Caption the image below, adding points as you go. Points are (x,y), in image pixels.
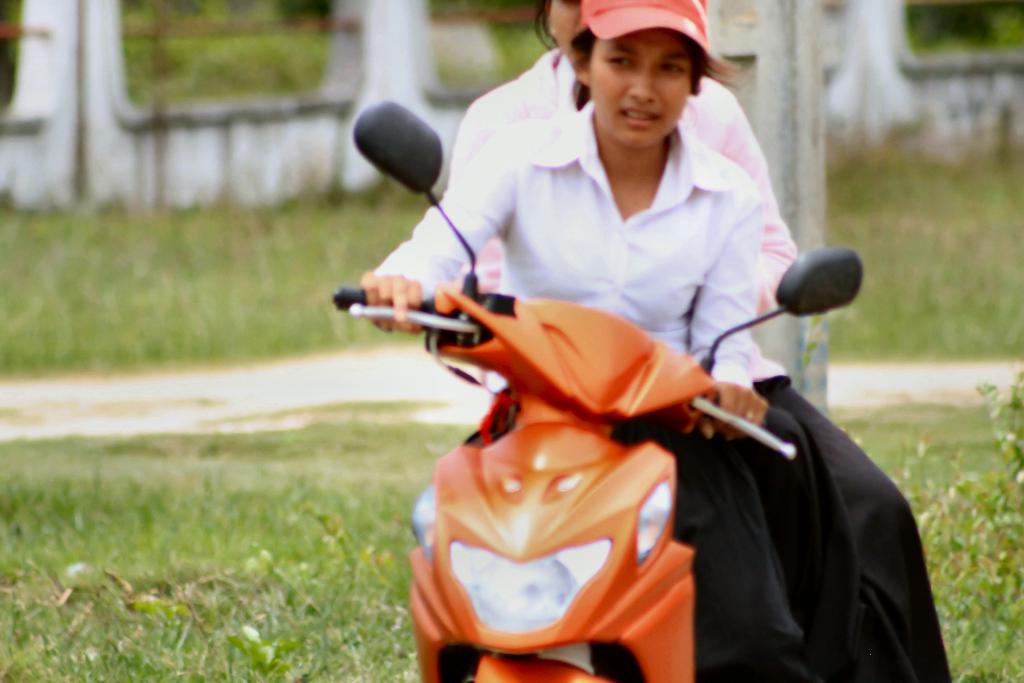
In this image, I can see two persons (563,189) sitting on a motorbike (604,572). In the background (274,433), I can see the grass (260,509), pole (795,56) and a wall (365,9).
